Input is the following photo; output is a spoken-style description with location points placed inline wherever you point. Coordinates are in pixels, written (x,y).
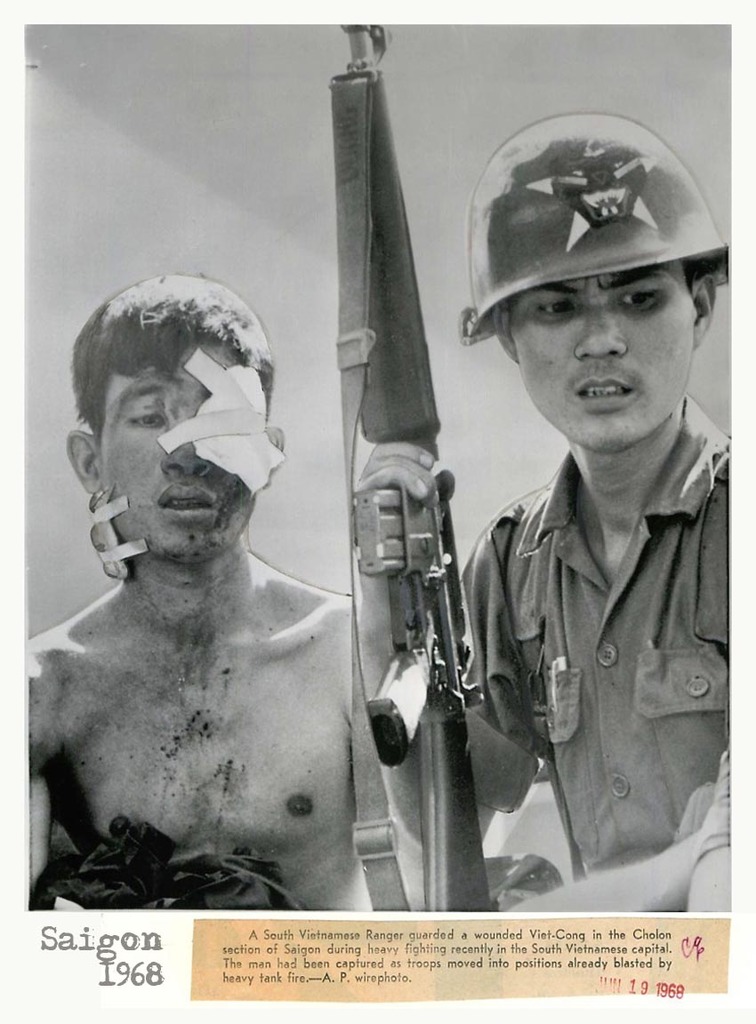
This is a black and white image in this image there is one person (609,349) who is holding a gun (440,604), and beside him there is one person (158,627) who is injured. At the bottom of the image (185,969) there is text (387,943), and there is white background (239,185).
